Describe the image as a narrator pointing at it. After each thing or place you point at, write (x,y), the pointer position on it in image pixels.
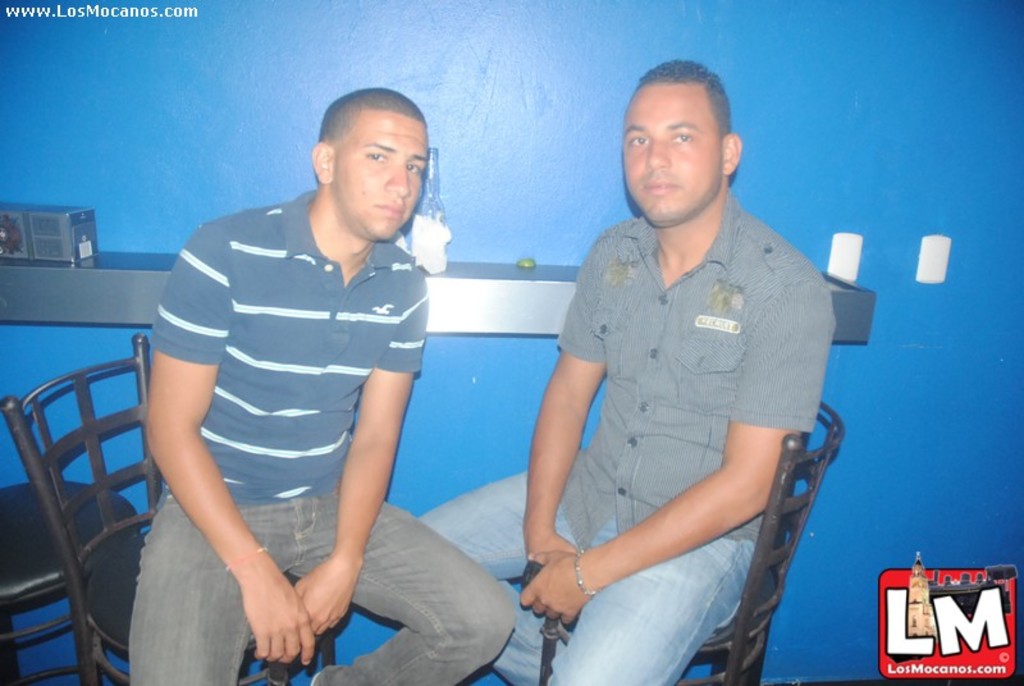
This image consists of two men (481,517) sitting in a chair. In the background (322,39), there is a wall (634,203) in blue color on which there is a rack (518,293) fixed along with a bottle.
